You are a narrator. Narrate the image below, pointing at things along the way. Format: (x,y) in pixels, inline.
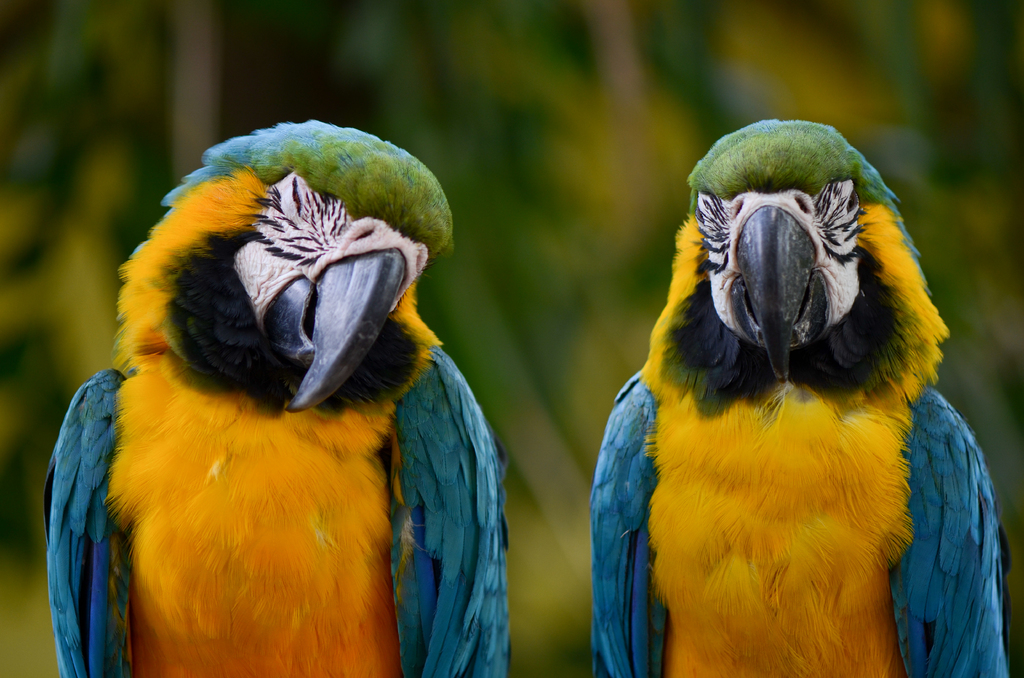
In this image we can see two parrots (238,455) which are in yellow and blue color.
